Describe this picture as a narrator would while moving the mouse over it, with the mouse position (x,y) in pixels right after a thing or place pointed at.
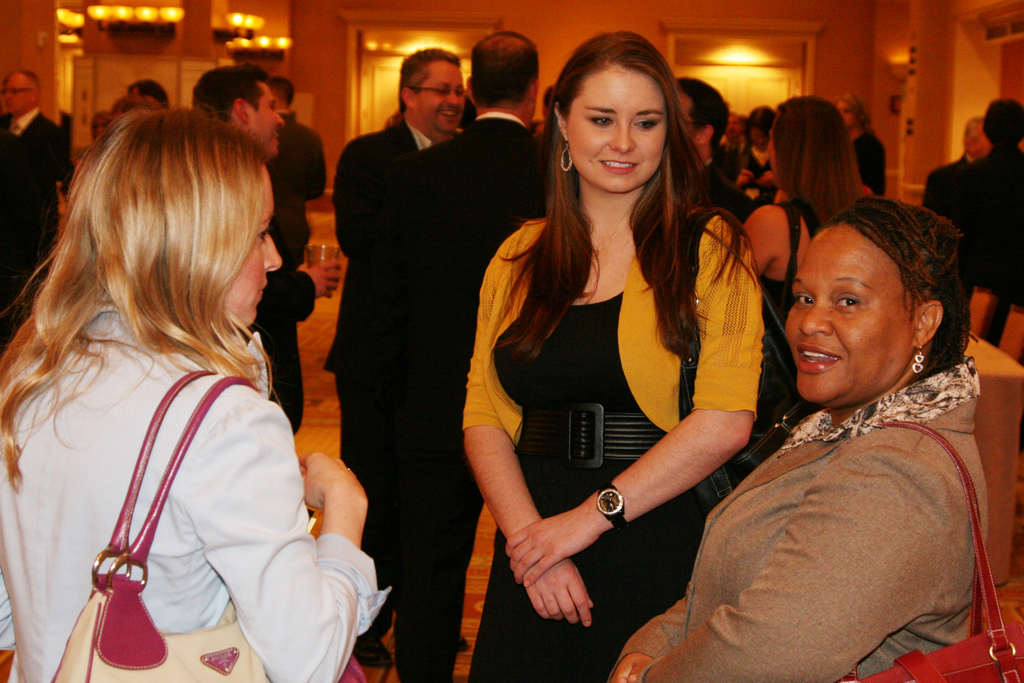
In this picture group of people (315,199) standing. These three persons (583,102) wear bag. This person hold a glass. On the background (327,20) we can see wall (530,28) and lights (108,7).
